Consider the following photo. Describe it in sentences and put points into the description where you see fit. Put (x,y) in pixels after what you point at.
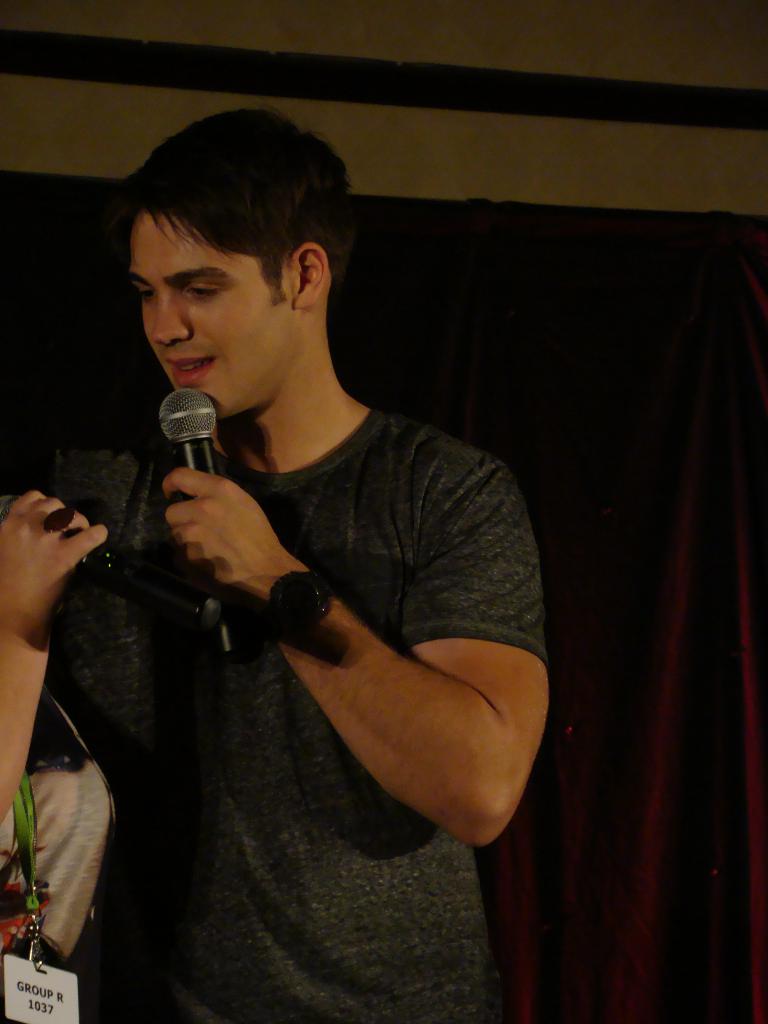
In this image I can see a person (293,378) smiling and holding the mic (222,605). At the background (495,319) there is a sheet (607,598) attached to the wall (472,145).
